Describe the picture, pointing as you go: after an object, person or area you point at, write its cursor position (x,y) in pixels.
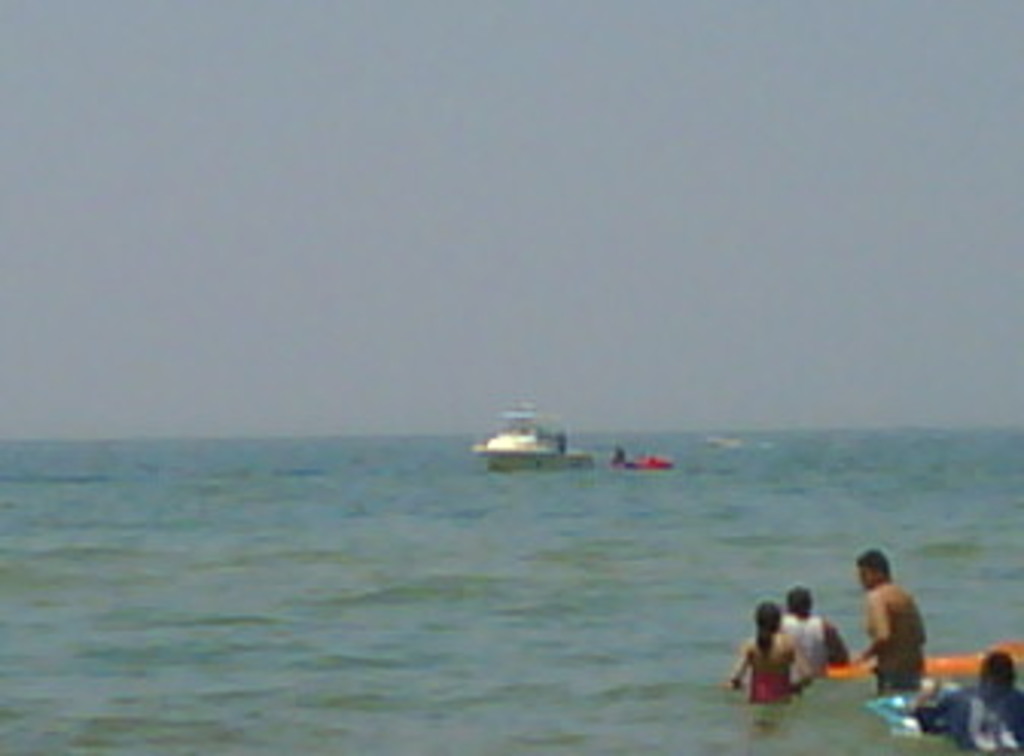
In this image there is a motor boat (579,461) on the water (490,495), and there are a few other people (801,657) standing in the water (531,595).
